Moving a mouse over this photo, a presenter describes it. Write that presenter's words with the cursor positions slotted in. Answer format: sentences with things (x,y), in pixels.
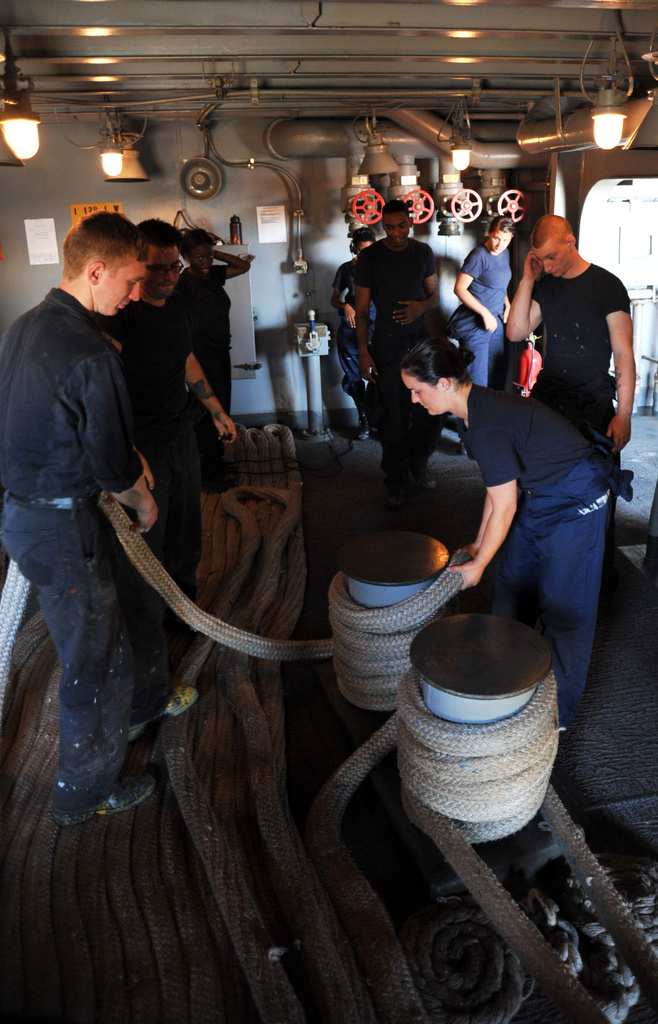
In this picture I see the ropes (231,573) in front (419,974) and I see number of people (354,278) in which I see a man (120,589) and a woman (530,487) who are holding the ropes (169,583). In the background (531,126) I see few equipment (416,188) and I see the lights (10,161) on the top of this image (23,159).
